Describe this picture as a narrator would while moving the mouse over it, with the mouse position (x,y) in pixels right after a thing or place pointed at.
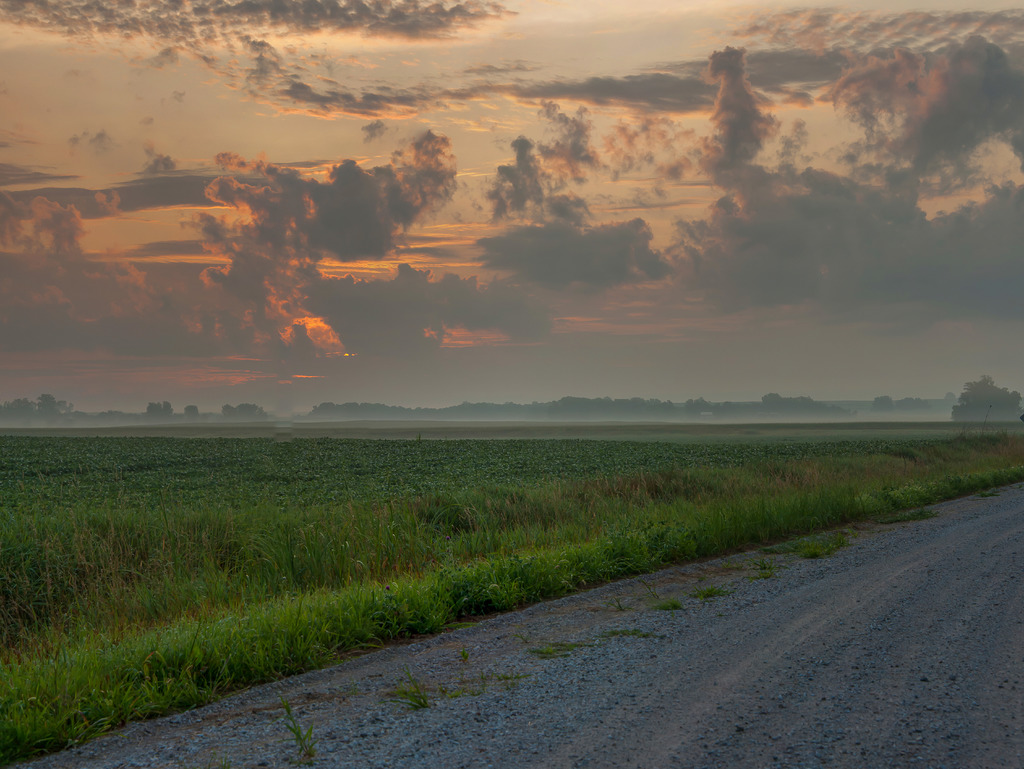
In this image I can see the road (866,660) and some grass (475,530). In the background (292,403) I can see few trees (354,411) and the sky (456,140).
